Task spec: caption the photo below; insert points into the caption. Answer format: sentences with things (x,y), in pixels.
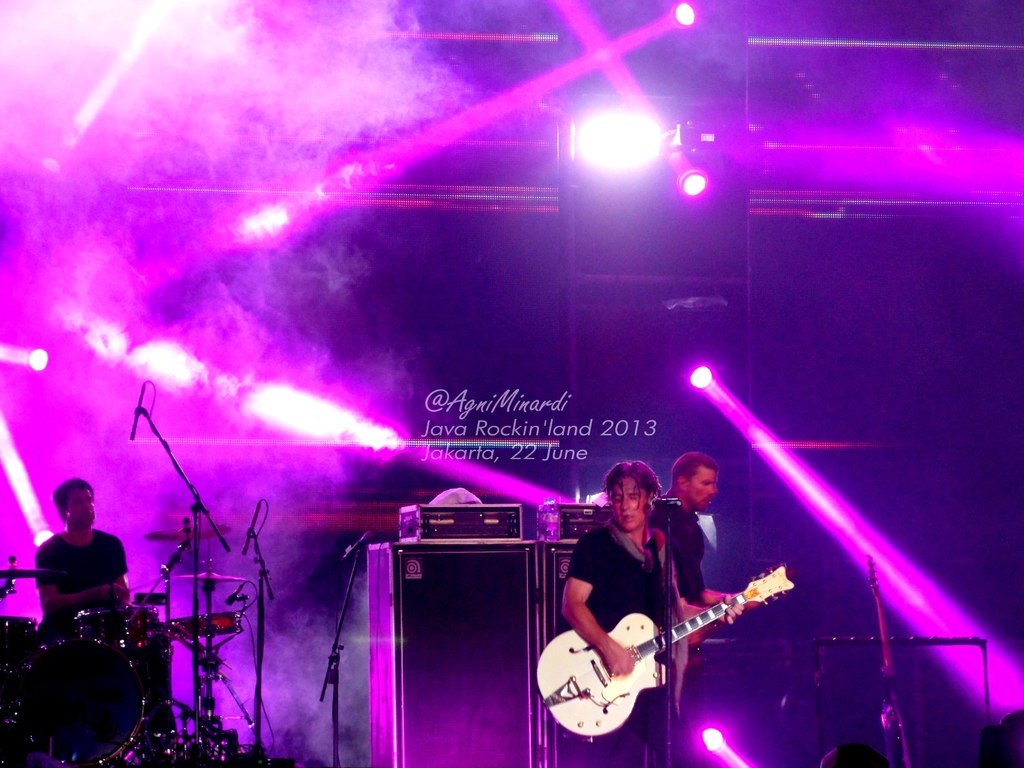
This is a picture taken on a stage (328,639), there are group of people (77,567) holding music instrument (557,652) in front of these people (639,564) there are microphone (679,505) with stand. Background of these people (630,575) there are some music system (467,583) and a wall (645,230) with lights (712,388).
